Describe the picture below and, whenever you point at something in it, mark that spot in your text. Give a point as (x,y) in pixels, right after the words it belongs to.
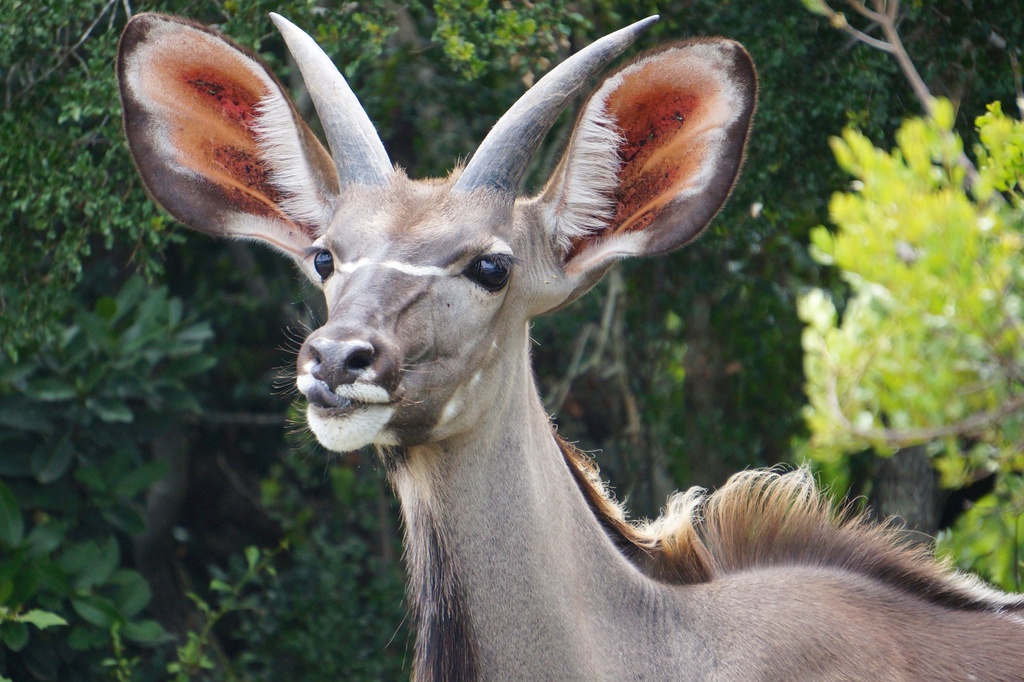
In the center of the image (448,257), we can see an animal (432,419) and in the background (104,172), there are trees (813,85).
